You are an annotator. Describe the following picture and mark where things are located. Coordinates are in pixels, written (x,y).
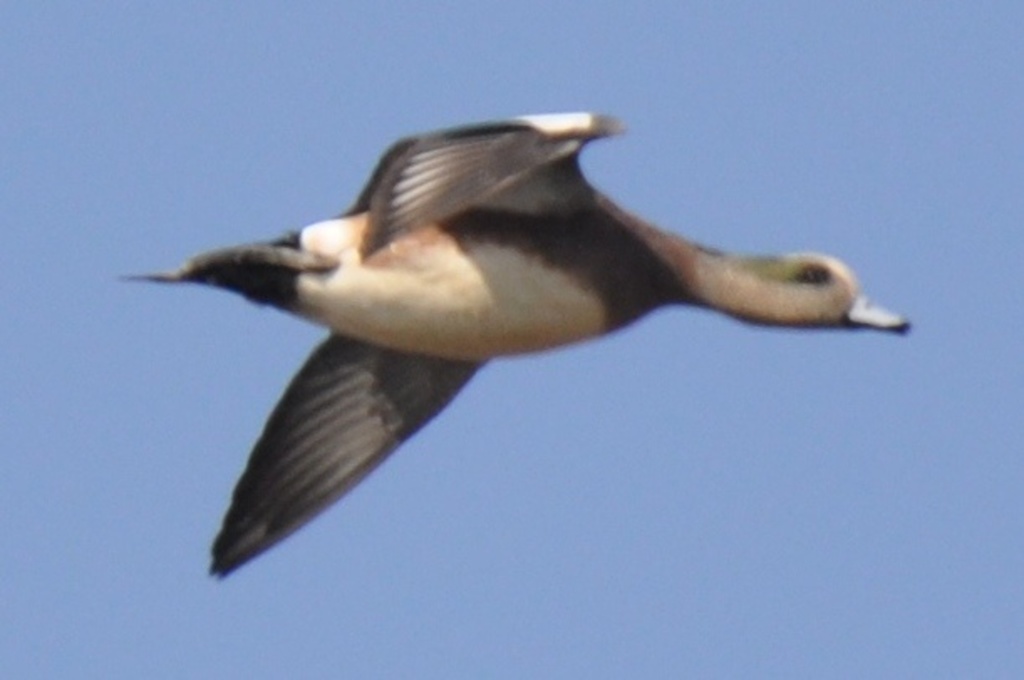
In this image we can see a bird (329,336) flying in the air (216,413). There is a sky (216,413).
